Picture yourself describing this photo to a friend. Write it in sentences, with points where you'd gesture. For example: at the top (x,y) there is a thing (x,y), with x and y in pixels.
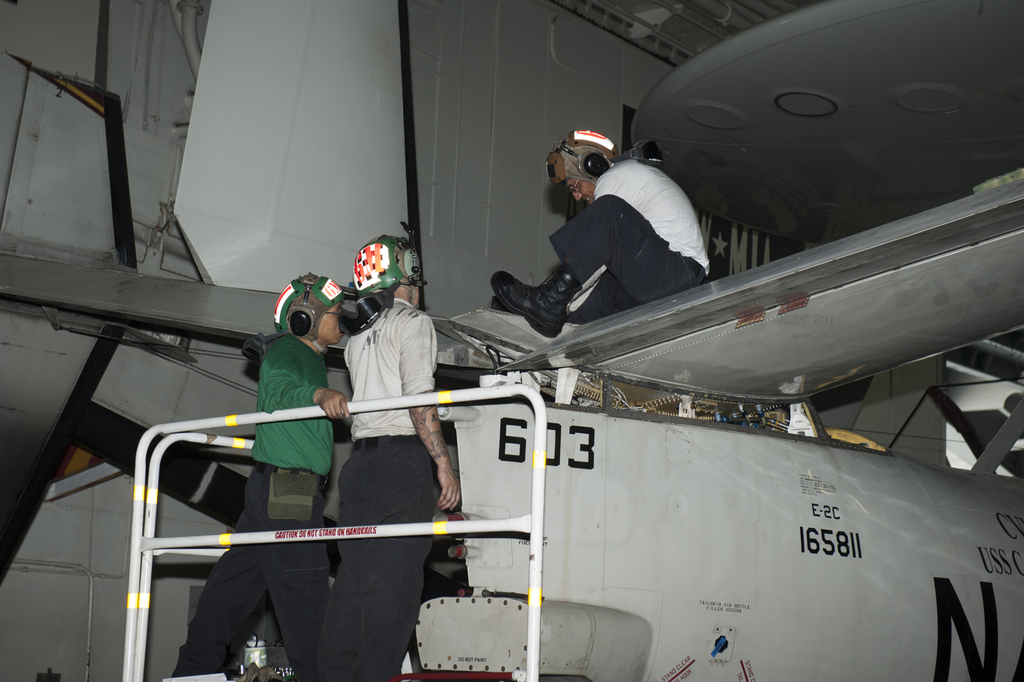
In this image, we can see three people (405,547). Here a person (315,441) is holding a rod (393,527). here we can see some objects (566,459), machines (756,445) and things (767,457).
